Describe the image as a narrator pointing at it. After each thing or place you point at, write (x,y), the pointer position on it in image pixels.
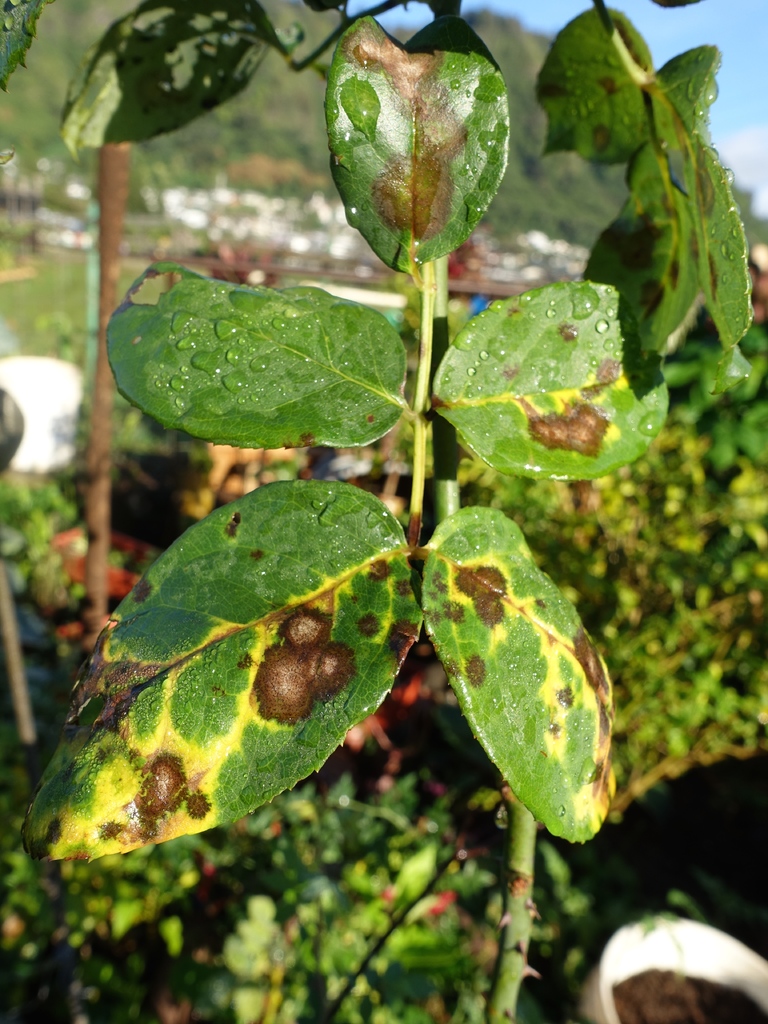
In this image I can see there are leaves (338,709) with yellow and brown color affected area (336,669), at the top (741,63) it is the sky (725,77).
